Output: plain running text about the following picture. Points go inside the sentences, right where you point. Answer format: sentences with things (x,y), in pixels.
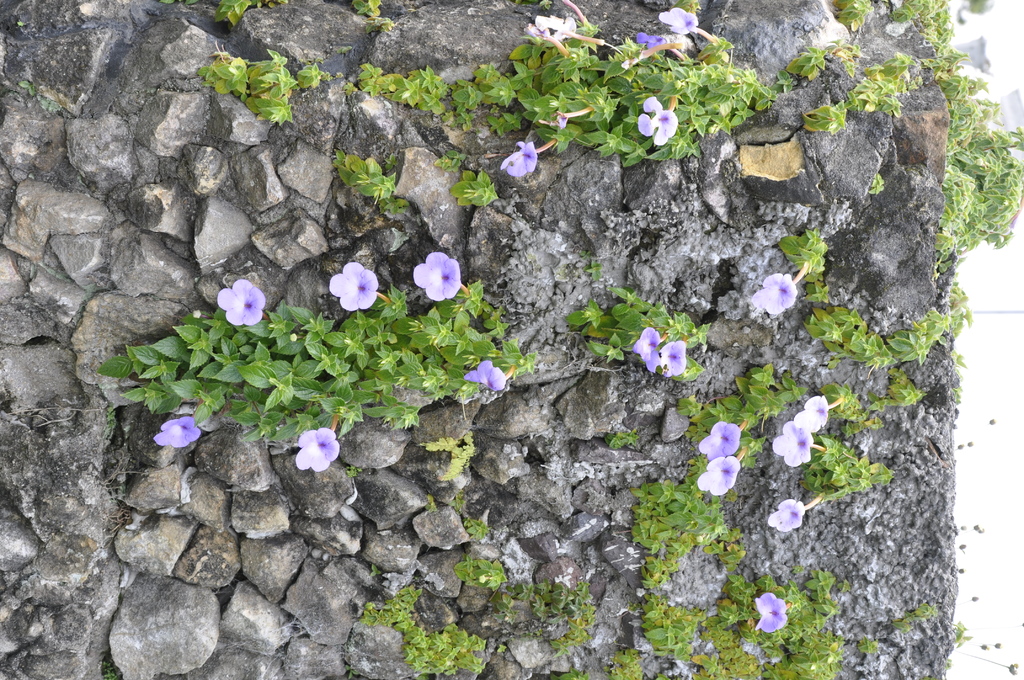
This image is taken outdoors. In this image there are many rocks (340,618). There are a few creepers (956,199) with stems (303,335), green leaves (301,328) and a few flowers (715,458). Those flowers (159,435) are lilac in color.
